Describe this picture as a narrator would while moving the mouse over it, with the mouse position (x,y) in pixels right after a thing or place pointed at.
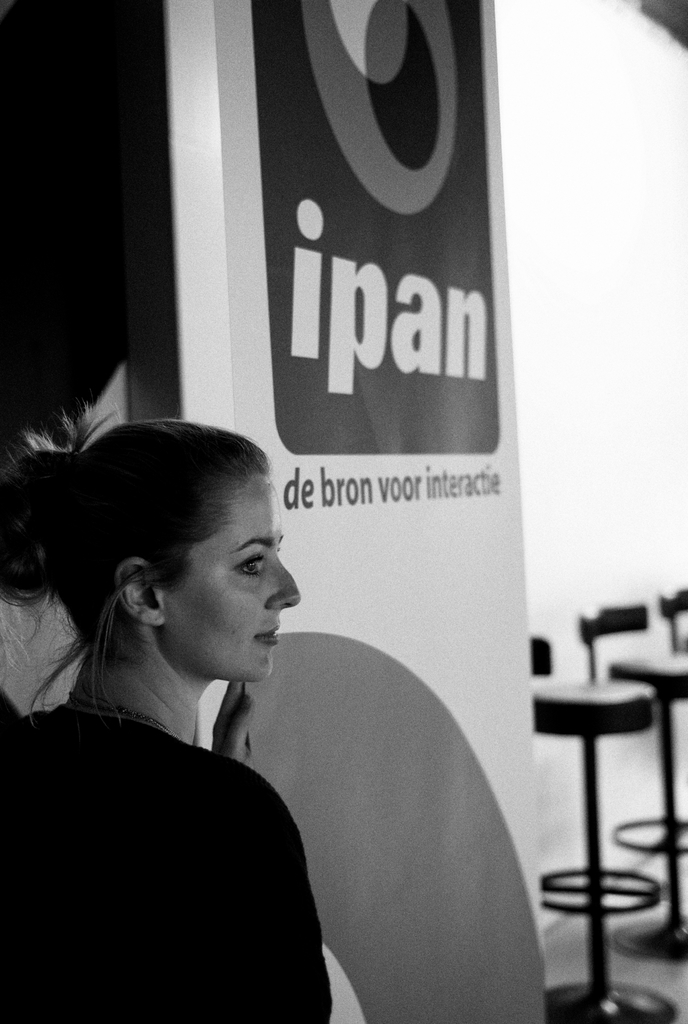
This is a black and white image. In this image we can see women (133,541), advertisement (368,364), chairs (535,662) and wall (562,306).
